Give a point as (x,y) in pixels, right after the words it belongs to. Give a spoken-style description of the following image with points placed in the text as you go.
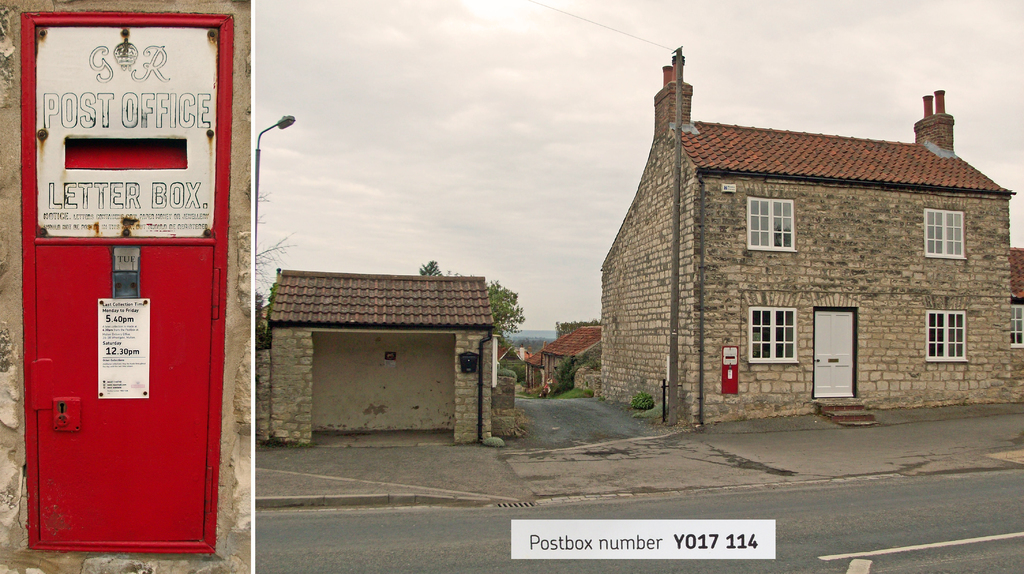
This is a collage image. In the first image we can see a letterbox (127,254) and boards (120,224). In the second image we can see there is a shed (350,409), houses (603,308), poles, road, cables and trees (572,366). Behind the houses (701,333) there is the cloudy sky (767,54). On the image there is a watermark (682,527).
